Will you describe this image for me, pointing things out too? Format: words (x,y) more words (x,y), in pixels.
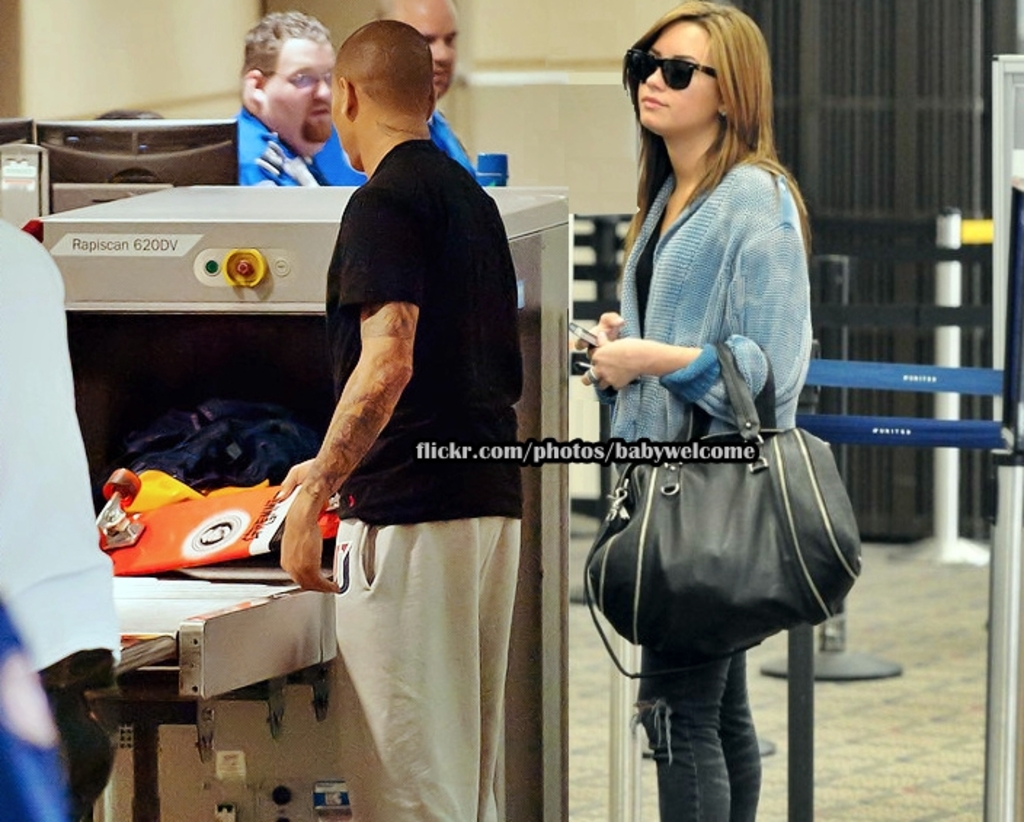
In the image there are two people (662,263). Man (450,288) and woman (724,310) are standing, woman (647,281) is wearing a blue color shirt (774,327) and she is also holding a handbag (714,473) on her hand (677,372) we can also see a man (374,218) standing near a table (192,673). On table (178,588) we can see some clothes (186,474), in background (269,139) there are two men (294,108), wall (506,112) which is in cream color and a curtain (831,55) in black color.
